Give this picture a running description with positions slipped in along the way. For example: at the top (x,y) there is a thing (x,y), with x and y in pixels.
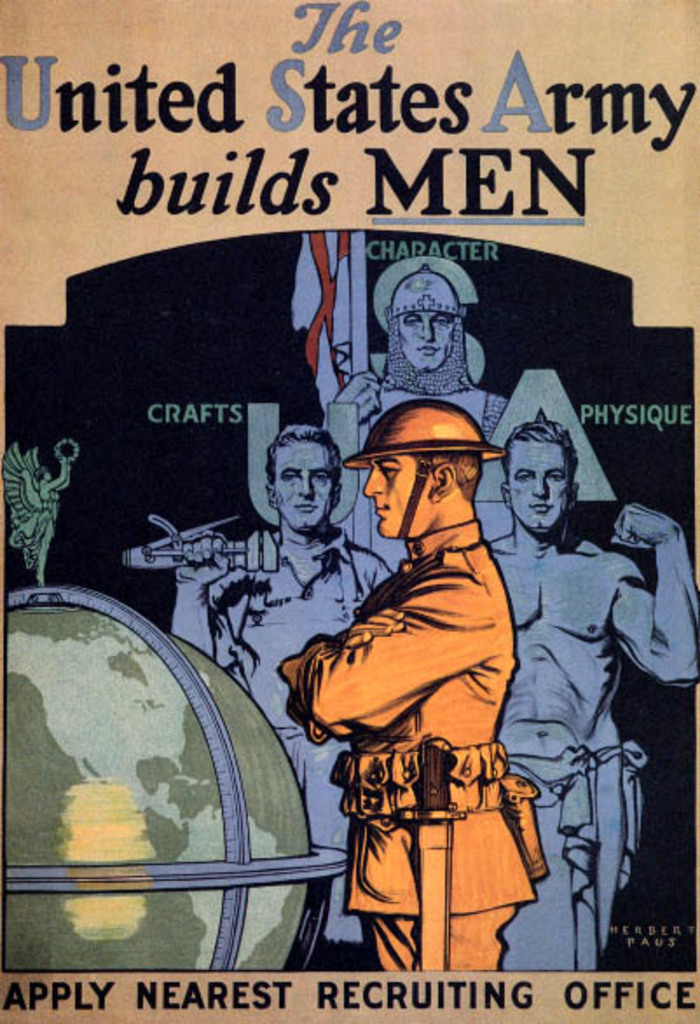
In this image there is a cover (193,93) of a book (412,388). In the center of the image (285,465) there are persons (403,582). On the left side (70,951) there is a globe (208,959). At the top (274,128) and bottom there is a text (60,990).
